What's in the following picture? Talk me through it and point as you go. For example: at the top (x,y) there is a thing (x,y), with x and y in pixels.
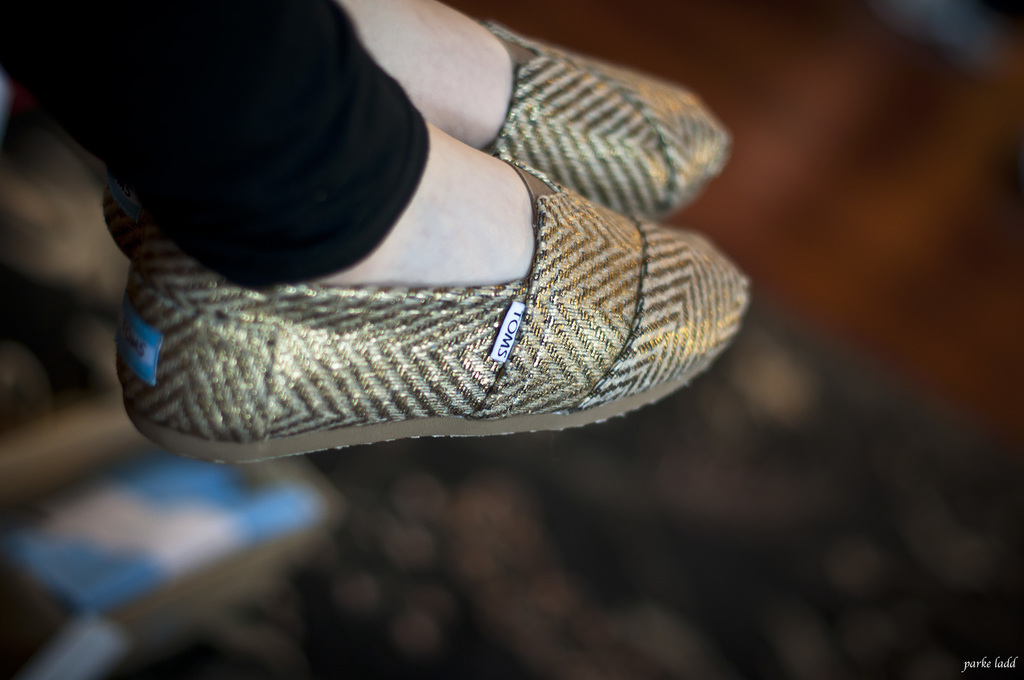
In this image a person's legs (279,172) are visible. He is wearing footwear (637,152). Background (922,543) is blurry.
